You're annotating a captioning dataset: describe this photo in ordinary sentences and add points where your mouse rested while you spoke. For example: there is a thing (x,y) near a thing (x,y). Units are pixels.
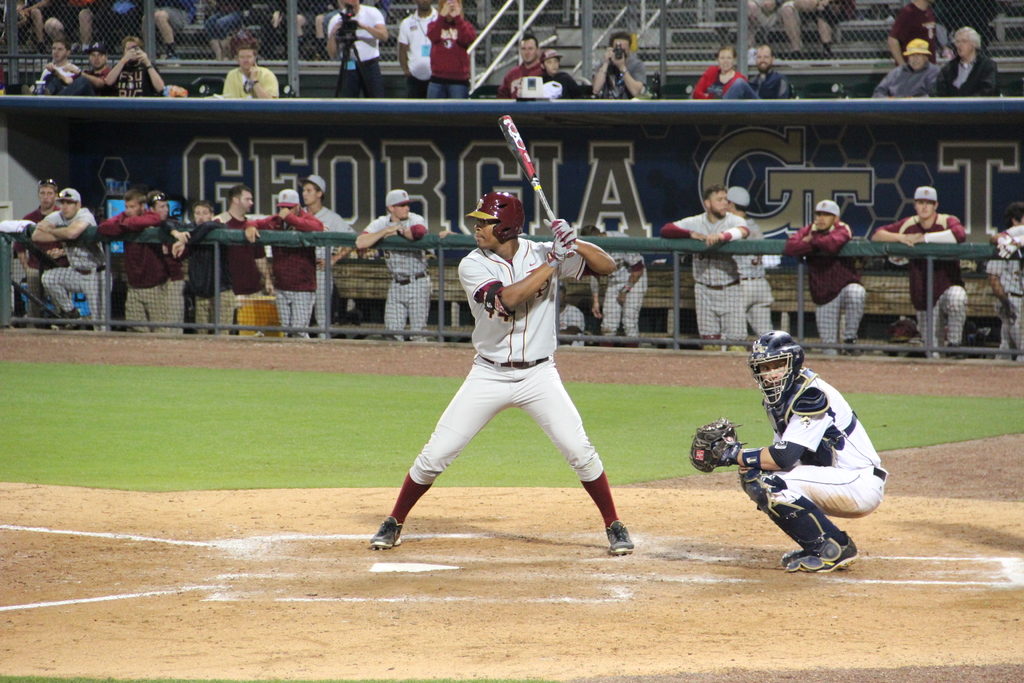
In this image a person (475,321) is holding a bat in his hand (569,246). He is standing on the land (473,558). He is wearing helmet (503,228). Beside him there is a person (809,461) wearing gloves (732,458) and helmet (789,354). Few persons (142,282) are standing behind the fence (30,285). Top of the image (73,51) there are few persons (381,94). A person (367,60) is holding a camera (350,33). Few persons (243,41) are sitting behind the fence (218,55).
